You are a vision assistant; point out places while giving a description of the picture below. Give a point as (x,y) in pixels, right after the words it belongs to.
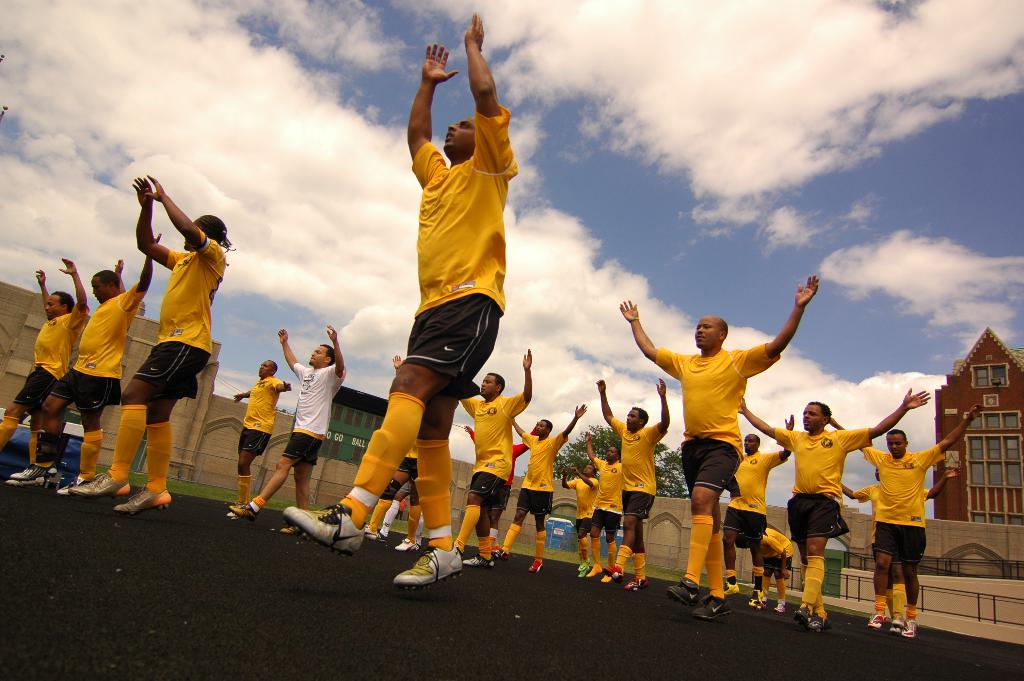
This picture shows few people (487,388) standing and raising their hands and jumping and they wore yellow and black color dress (483,311) and we see buildings (1011,419) and trees (578,447) and a blue cloudy sky (728,138) and we see a man (318,401) wore white and black color dress (301,450).
